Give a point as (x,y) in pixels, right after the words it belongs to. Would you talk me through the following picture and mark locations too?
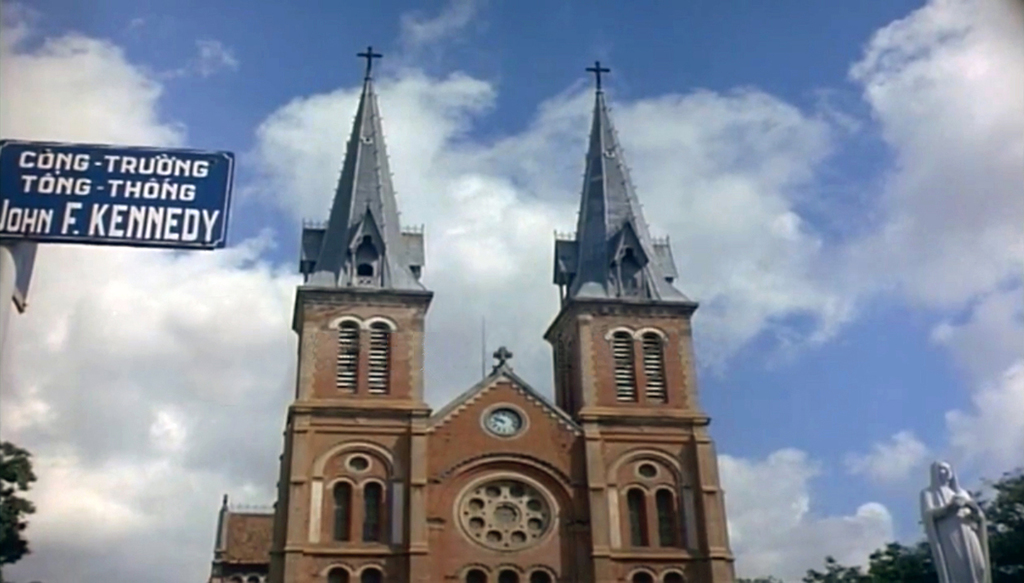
In this image there is a church building (520,439) in middle of this image (394,378). There is a tree (14,464) in the bottom left corner of this image (6,514) and bottom right corner of this image (921,561) as well. There is a board (117,155) on the left side of this image (105,194). There is a statue (932,502) in the bottom right corner of this image (937,497). There is a cloudy sky (812,376) on the top of this image (299,184).
